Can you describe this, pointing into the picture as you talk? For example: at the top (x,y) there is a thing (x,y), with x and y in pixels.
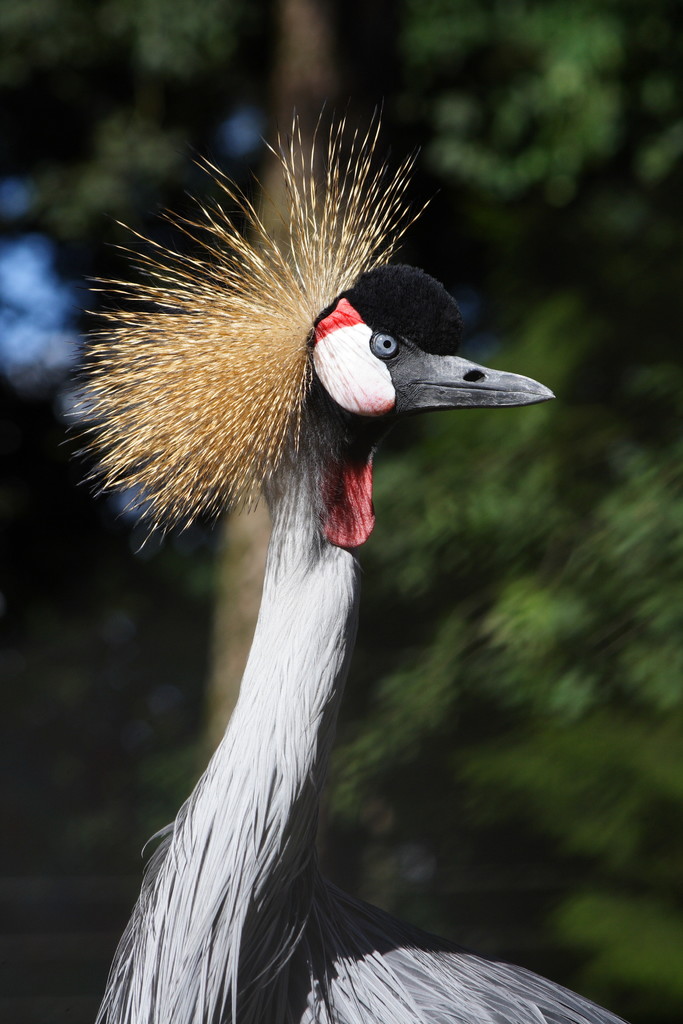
In the foreground of this image (177,823), it seems like a bird (218,805). In the background (347,8), it seems like a tree (304,42).
